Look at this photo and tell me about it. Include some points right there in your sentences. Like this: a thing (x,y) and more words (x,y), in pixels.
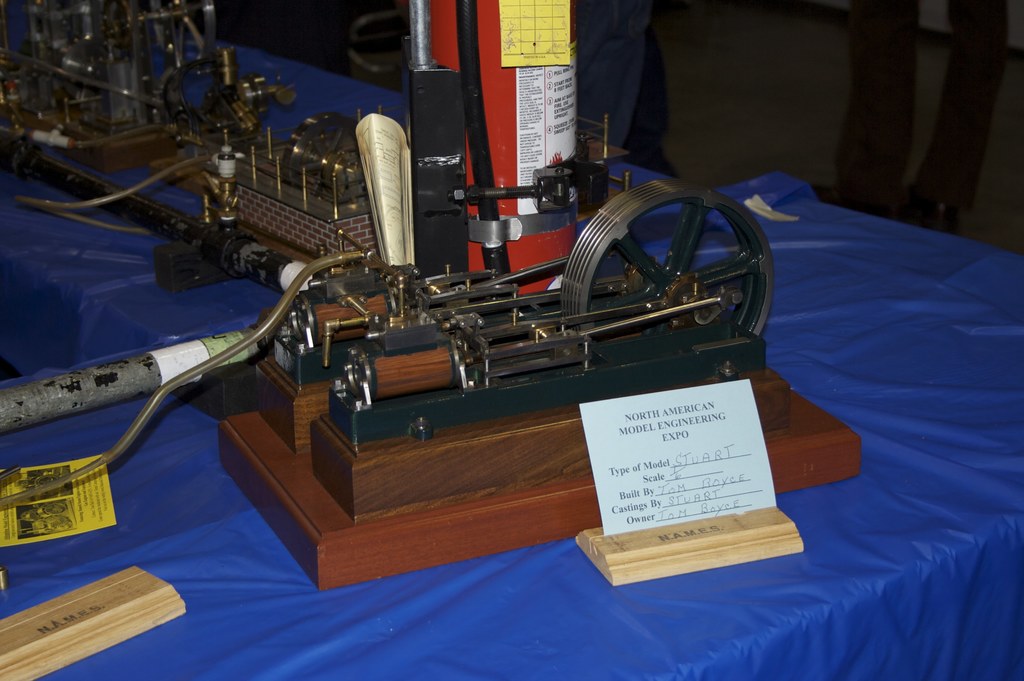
In this image I can see few tables (58,321) and on it I can see blue colour table cloths (33,338), few equipment (359,385), few cream colour things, few papers (755,426) and on these papers (531,20) I can see something is written.
